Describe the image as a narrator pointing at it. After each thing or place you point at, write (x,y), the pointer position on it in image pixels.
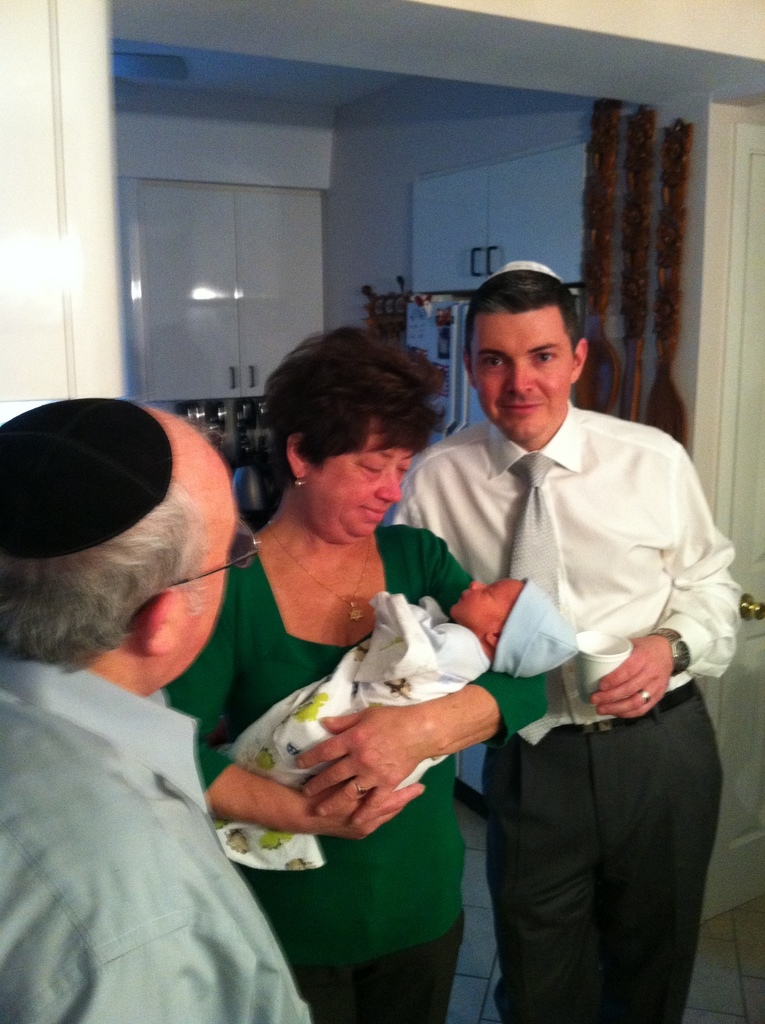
in this image we can see a woman (368,730) holding a baby (397,681) in her hands (378,742) and two men (563,542) standing on the floor (488,910). in the background (512,204) we can see doors (746,386), walls (171,140), cupboards (518,187) and some crockery (225,423).
